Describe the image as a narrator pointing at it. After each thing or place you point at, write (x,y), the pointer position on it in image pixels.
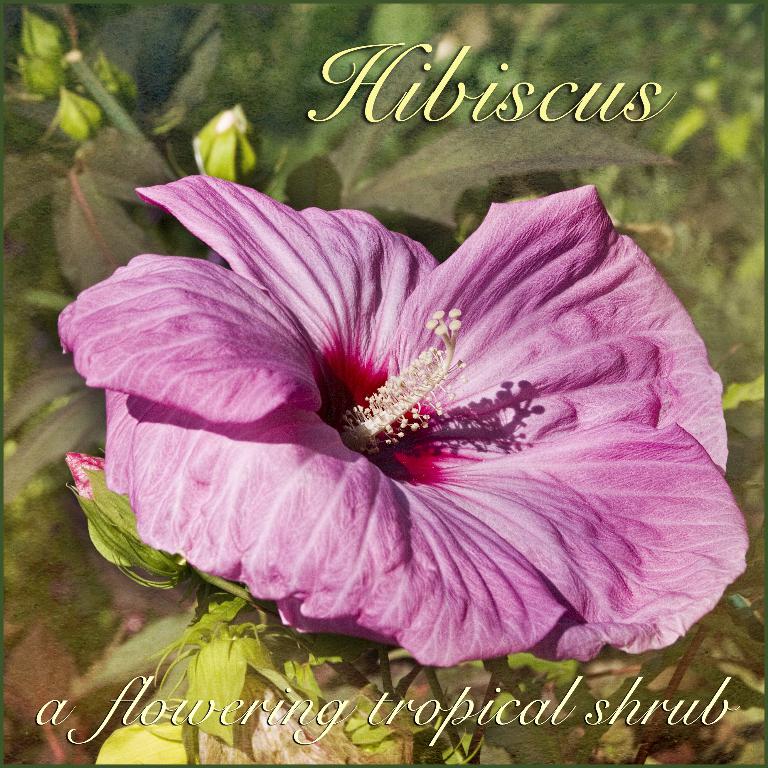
This is a picture of a poster (341,283), where there is a plant (361,263) with hibiscus flower (314,334), there are watermarks (317,705) on the poster (192,429).
